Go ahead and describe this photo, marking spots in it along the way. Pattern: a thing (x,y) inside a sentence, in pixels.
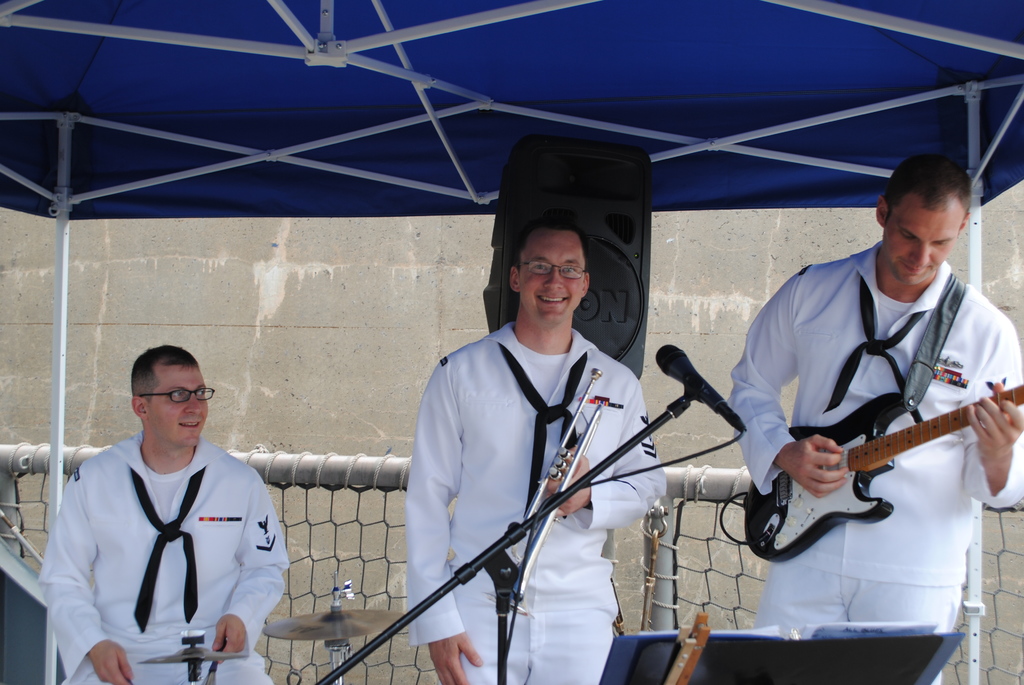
In this picture we can see three persons (618,419) are playing some musical instruments (550,534). This is mike (718,393). On the background (251,308) there is a wall (344,432) and this is mesh (377,549).
